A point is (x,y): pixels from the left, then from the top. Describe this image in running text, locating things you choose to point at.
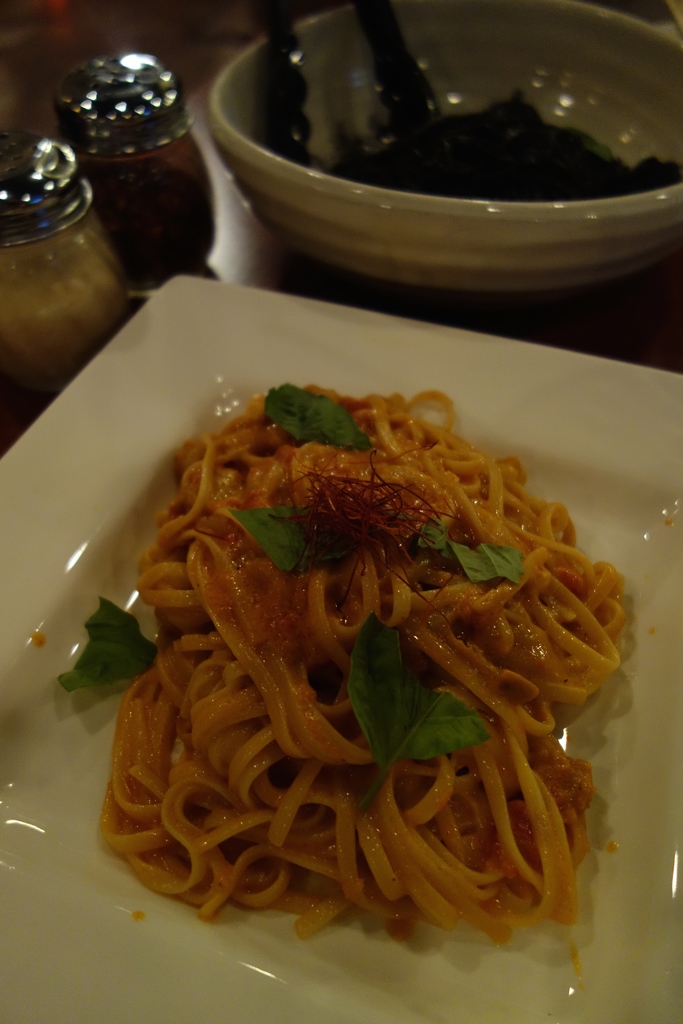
In this picture I can see food (339,585) in the plate (15,501) and some food (485,142) in the bowl (334,57). I can see salt and pepper shakers (121,278) on the table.
